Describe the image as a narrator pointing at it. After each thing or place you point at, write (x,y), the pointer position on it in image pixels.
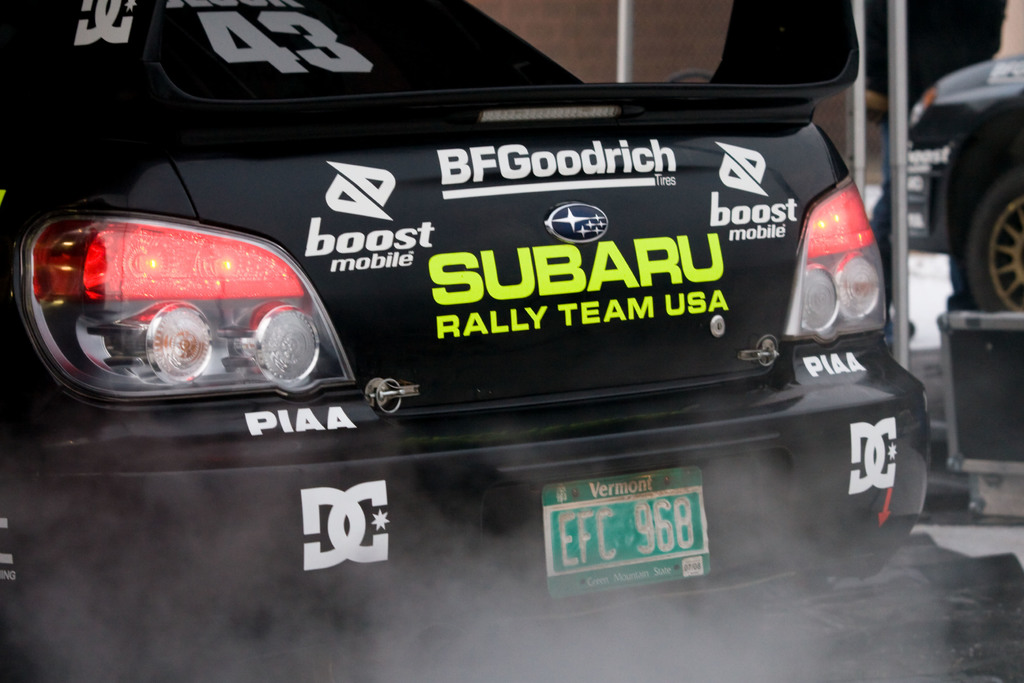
In this image in the foreground (428,502) there is one car (278,270), and on the car (354,223) there is text (607,317) and on the right side of the image (907,154) that is another vehicle (933,129) and some poles (900,138), box (982,326) and object (947,463). At the bottom (910,671) there is some fog (521,584) coming out and objects (984,647), in the background (710,46) there is wall (691,43).
